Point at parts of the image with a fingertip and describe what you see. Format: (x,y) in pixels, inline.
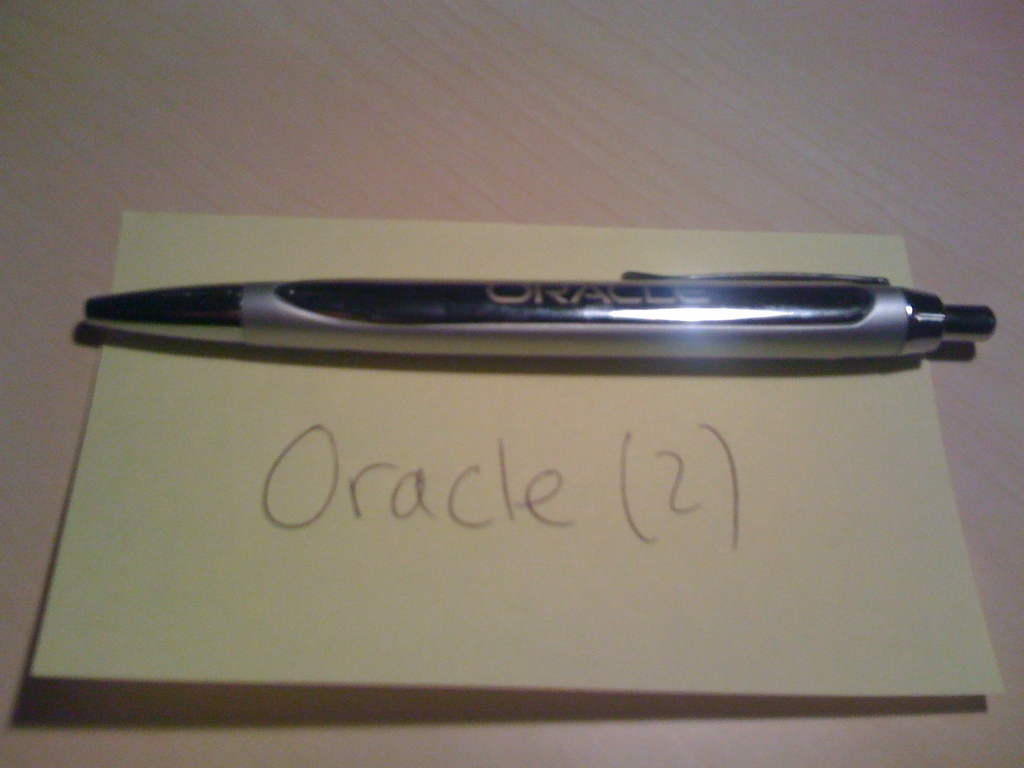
In this image, we can see a pen (629,313) on the paper (518,393) contains some written text (365,495).
